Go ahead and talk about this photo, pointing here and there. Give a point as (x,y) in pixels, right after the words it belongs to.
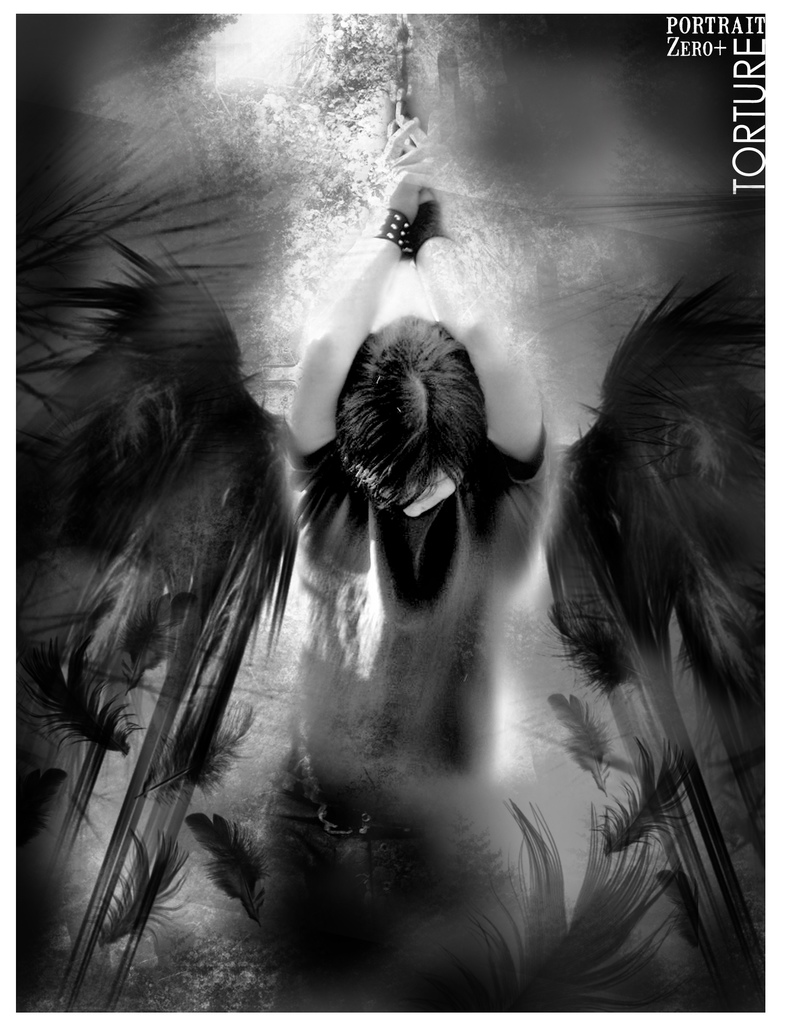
In this image we can see an edited picture of a person (461,574) and trees (565,242), also we can see the text (722,47) on the image.
